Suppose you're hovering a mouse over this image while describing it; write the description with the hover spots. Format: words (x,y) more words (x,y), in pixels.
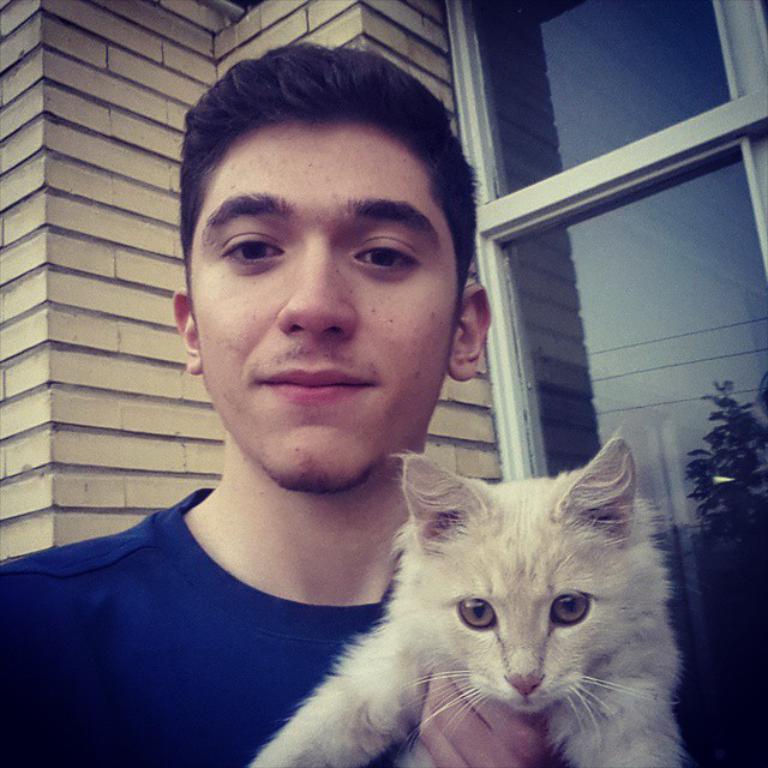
In the middle of the image (449,257) a man (451,753) is standing and holding a cat (448,538). Behind him there is a wall (7,92). Top right side of the image (680,57) there is a glass window (664,99).
